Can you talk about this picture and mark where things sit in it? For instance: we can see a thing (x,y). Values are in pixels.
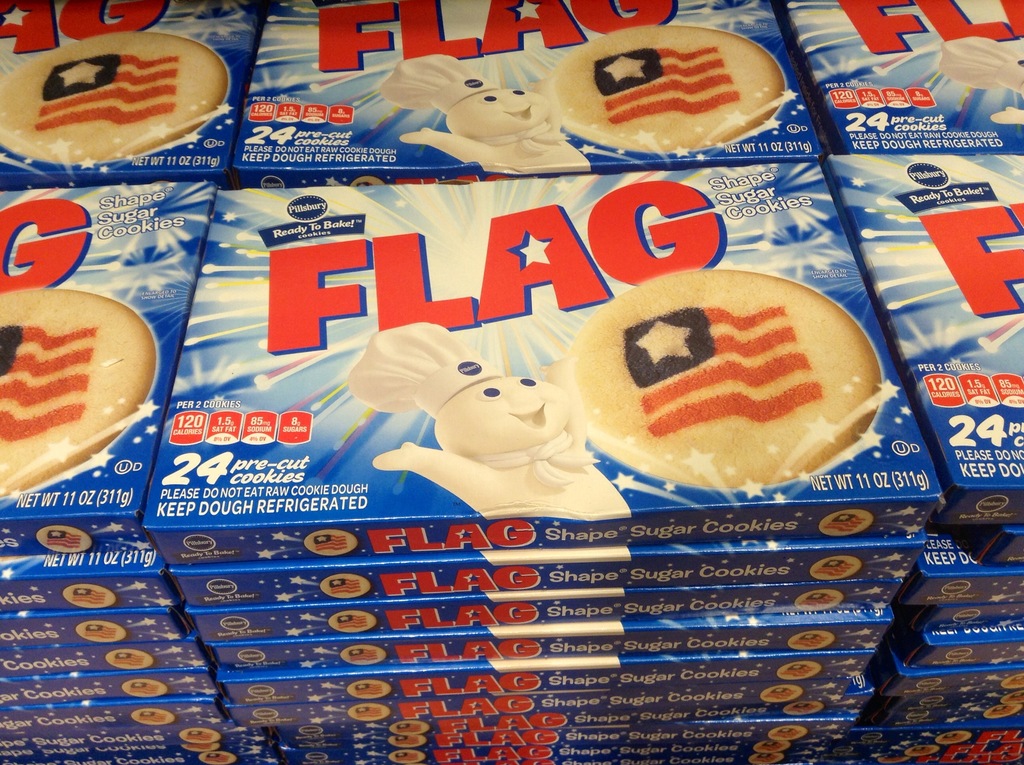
In this image I can see few boxes (426,604) which are in blue color. On the boxes (535,538) I can see the text (401,548) and the images (507,451) of a toy (534,455) and a biscuit (709,367).
